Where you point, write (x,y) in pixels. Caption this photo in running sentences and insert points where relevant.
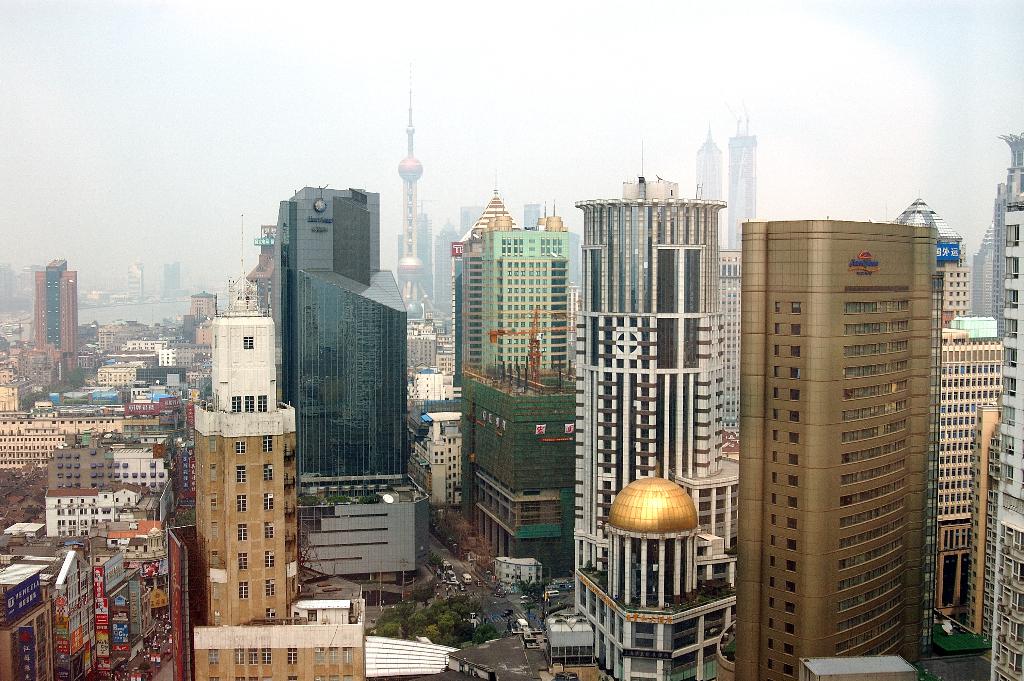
In the image there are many buildings (402,299), towers (674,580), few trees (434,623) and vehicles (472,574). In the background (107,309) it looks like there is some water surface (158,304) on the left side (171,302).
